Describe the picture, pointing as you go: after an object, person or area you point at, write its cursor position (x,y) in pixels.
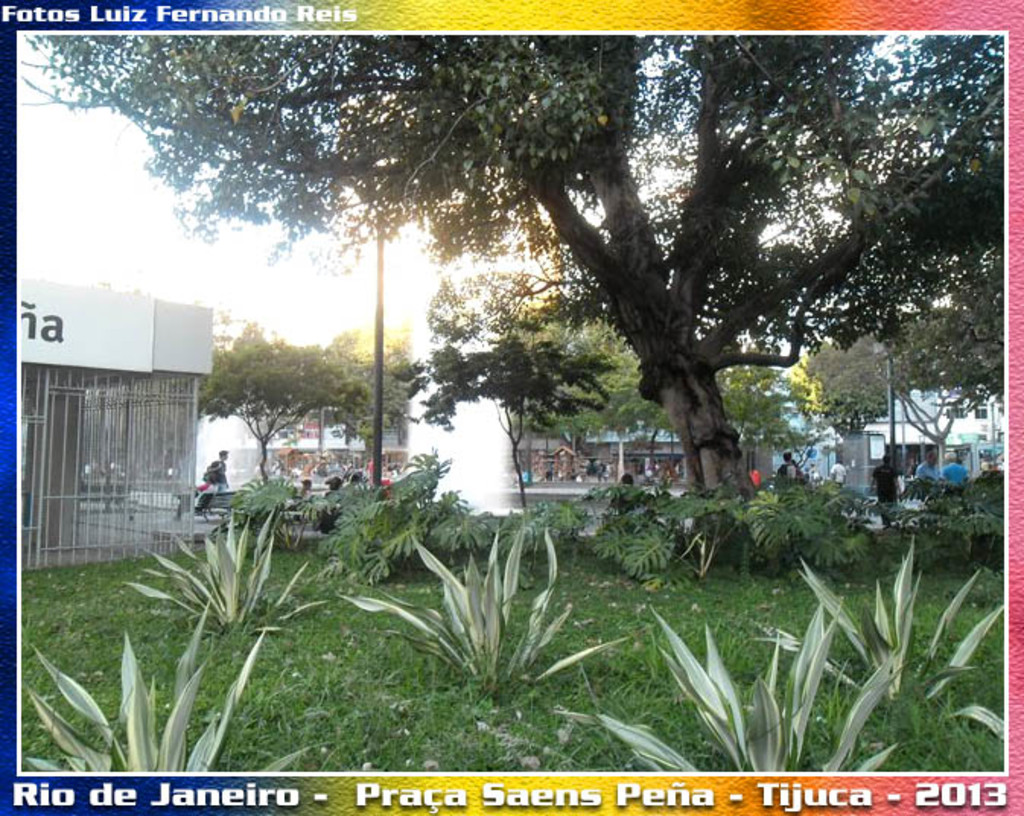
In this picture, there are plants (478,595) and grass (607,628) at the bottom (453,652). In the center (441,493), there are people (993,469) and fountain (464,451). On the top (502,95), there is a tree (723,357). Towards the left (116,437), there is a building (187,447).
